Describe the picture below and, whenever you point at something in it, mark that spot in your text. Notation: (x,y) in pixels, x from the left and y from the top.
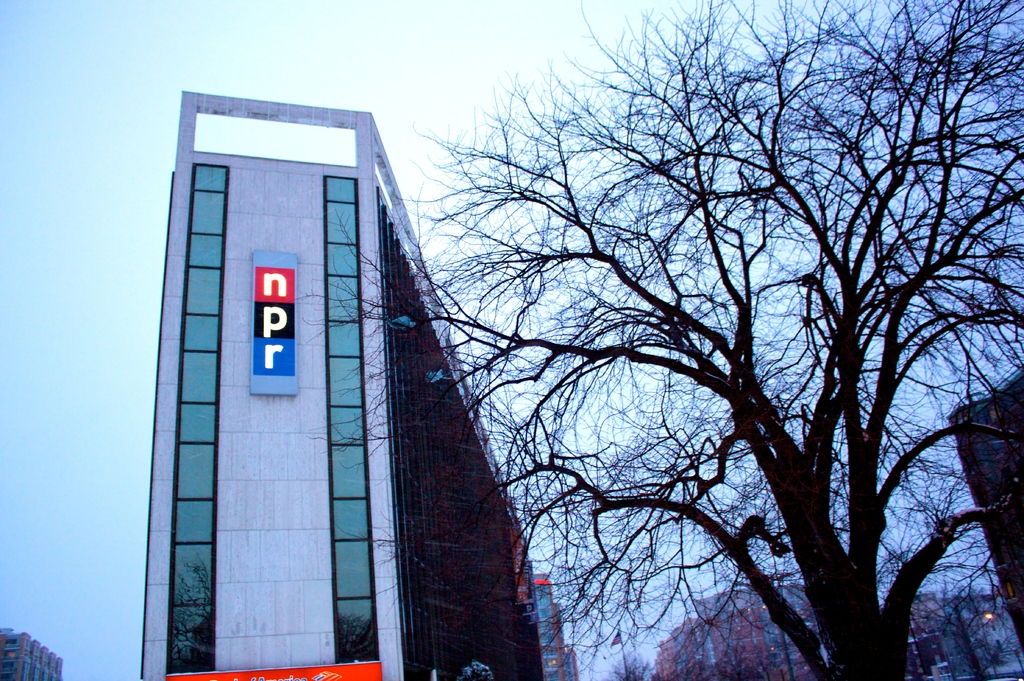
On the right side of the picture (808,361) there are trees (861,636), buildings (773,630) and a light (986,618). In the center of the picture (448,375) there are buildings (345,582). On the left (19,664) there is a building (34,663). Sky (171,118) is cloud (510,67).
